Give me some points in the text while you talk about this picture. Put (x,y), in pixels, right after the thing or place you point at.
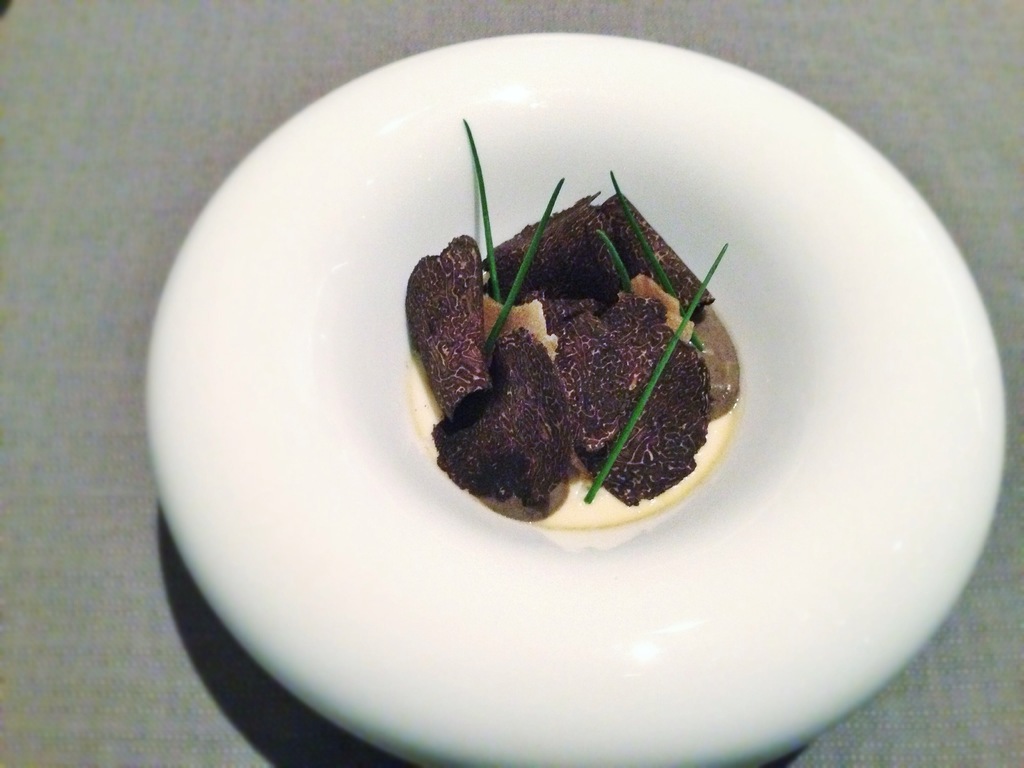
This image consist of food (598,444) which is on the plate (859,513) in the center (419,336).
